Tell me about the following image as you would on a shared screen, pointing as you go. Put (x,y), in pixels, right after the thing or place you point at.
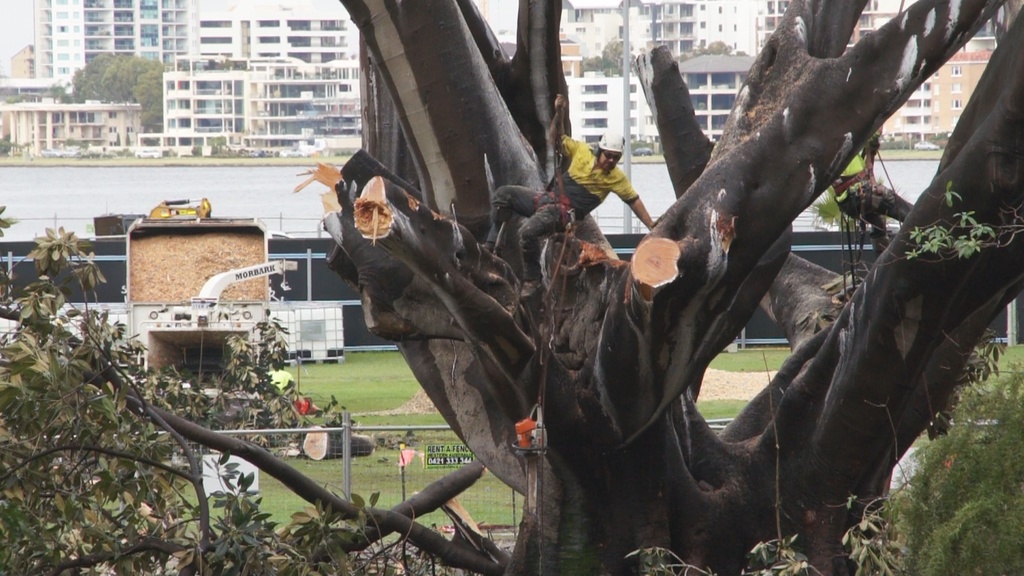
In the center of the image (659,277) there are trees (812,414) and there is a fence (417,450). In the background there are buildings (277,37) and poles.
